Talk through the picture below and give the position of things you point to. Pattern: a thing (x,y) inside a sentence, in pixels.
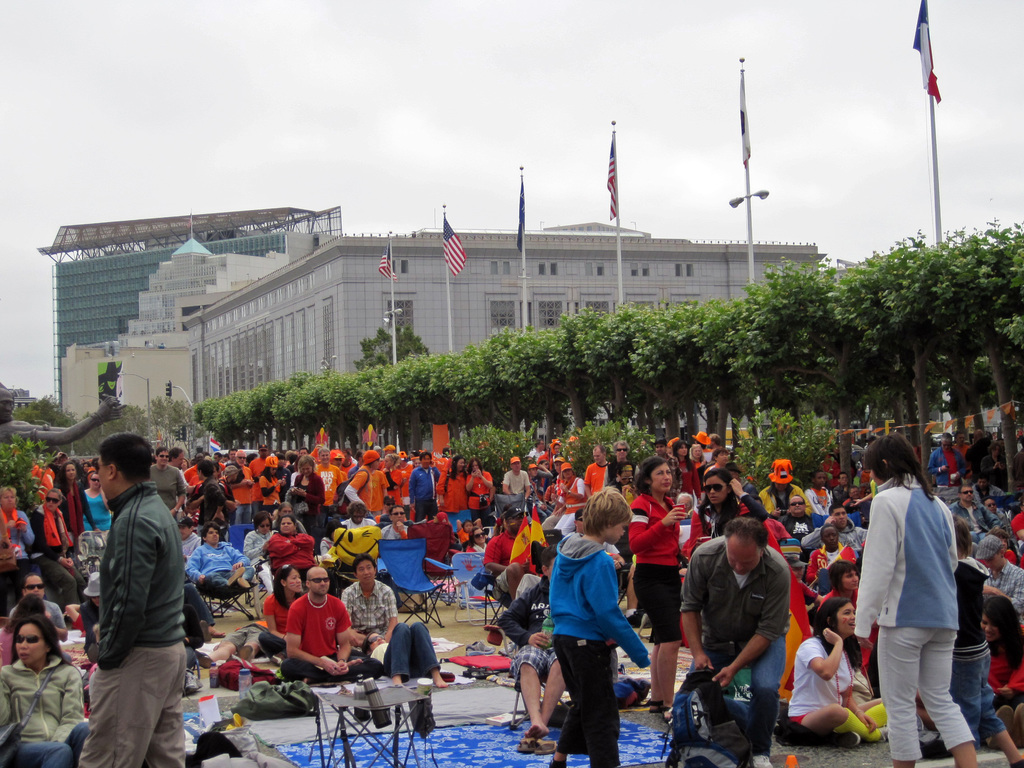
At the top of the image (512,124) we can see buildings (419,251), iron grill (65,248), sky (276,105), flags (518,216), flag posts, street lights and trees (498,383). At the bottom of the image (889,516) we can see persons (894,526) standing on the floor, persons (246,559) sitting on the chairs (406,603) and carpets (679,660).
